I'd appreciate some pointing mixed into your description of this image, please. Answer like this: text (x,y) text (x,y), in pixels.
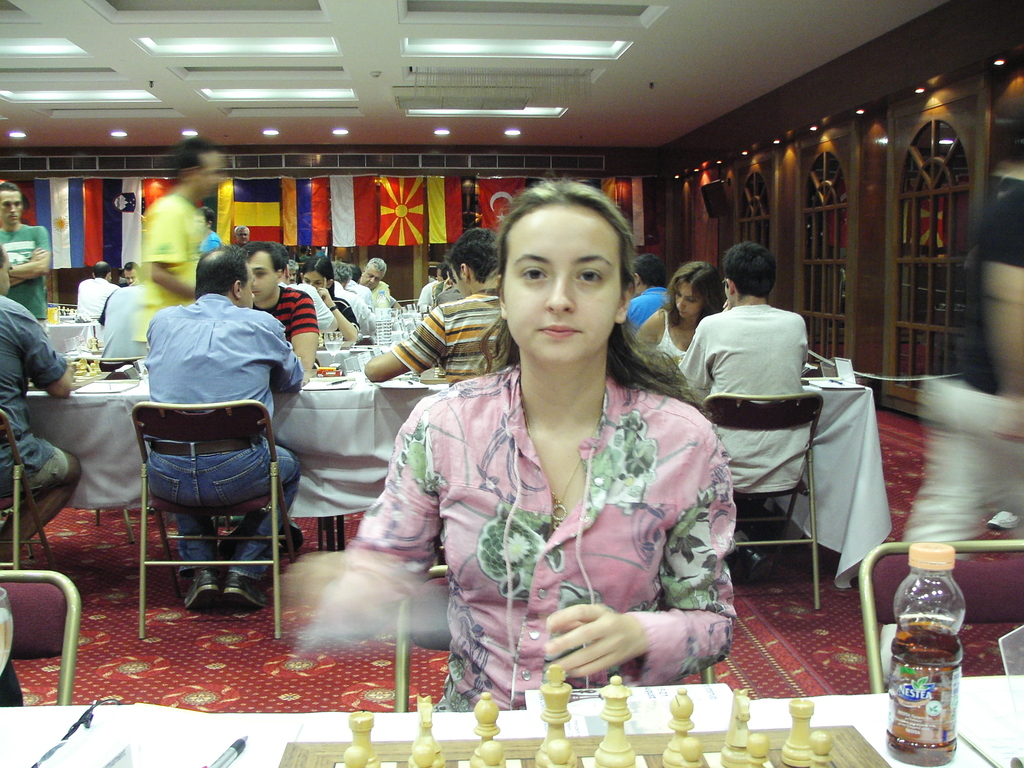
In this image in the foreground (488,523) there is one woman (531,543), who is sitting on chair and beside her there are chairs (35,653). At the bottom (27,730) there is a table (27,730), on the table (874,733) there is a chess board (763,733) and one bottle (916,726), pens (220,757) and in the background (285,362) there are some people (10,294) who are sitting on chairs (177,411) and also there are some tables (844,402). On the tables (844,415) there are some bottles (383,305) and some objects (357,363), in the background (242,190) there are different types of flags (453,190), windows (959,199), lights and wooden wall (707,166). At the top (479,89) there is ceiling (731,37) and some lights (233,98), and at the bottom (142,642) there is floor (370,641).
